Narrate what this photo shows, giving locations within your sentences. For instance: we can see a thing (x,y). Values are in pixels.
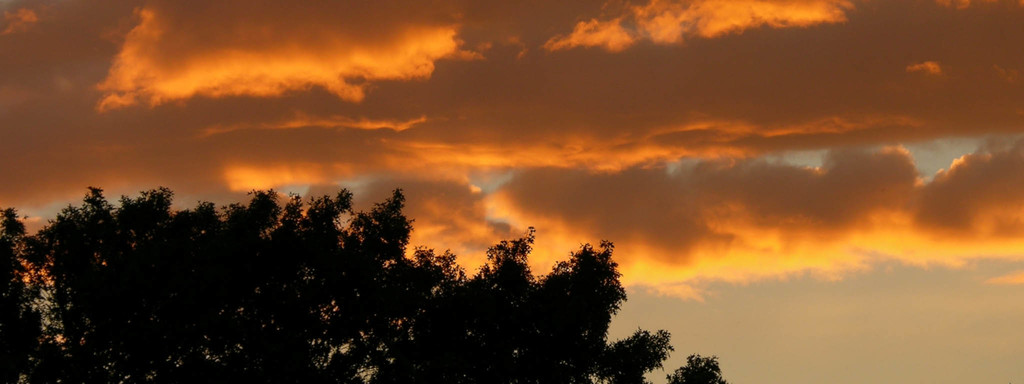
In this picture we can see trees (210,375) and in the background (753,265) we can see the sky (807,65) with clouds (447,92).
